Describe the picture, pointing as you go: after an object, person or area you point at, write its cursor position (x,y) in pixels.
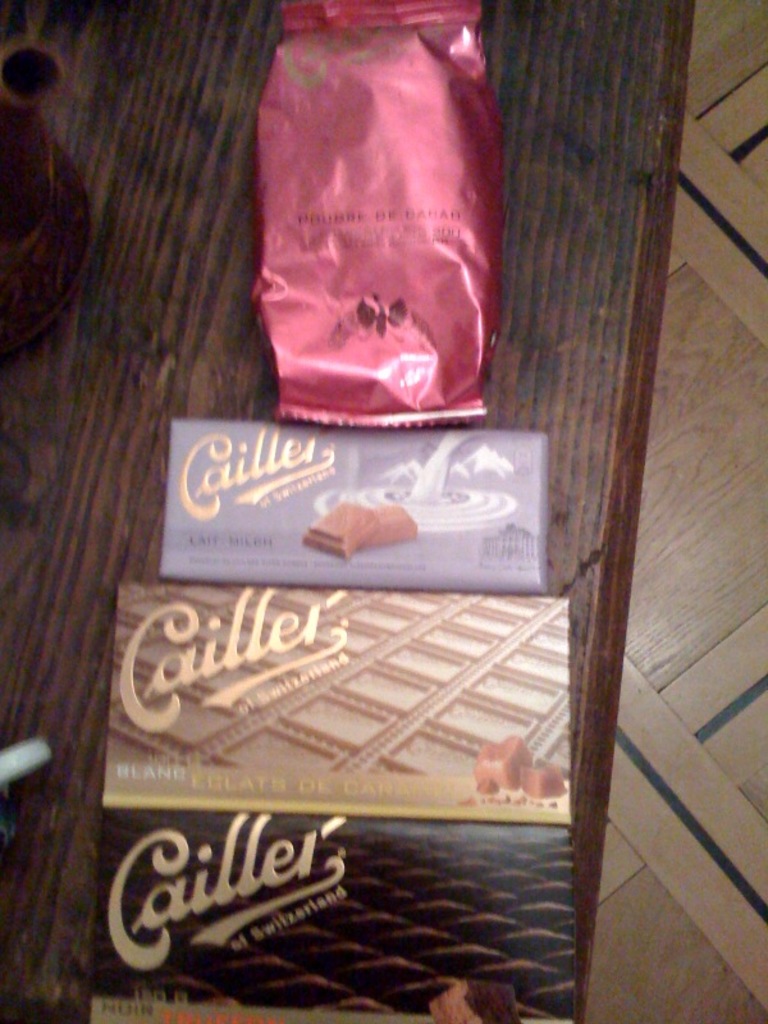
In the center of the image (512,493) there are chocolates (489,549) on the table (72,430).
